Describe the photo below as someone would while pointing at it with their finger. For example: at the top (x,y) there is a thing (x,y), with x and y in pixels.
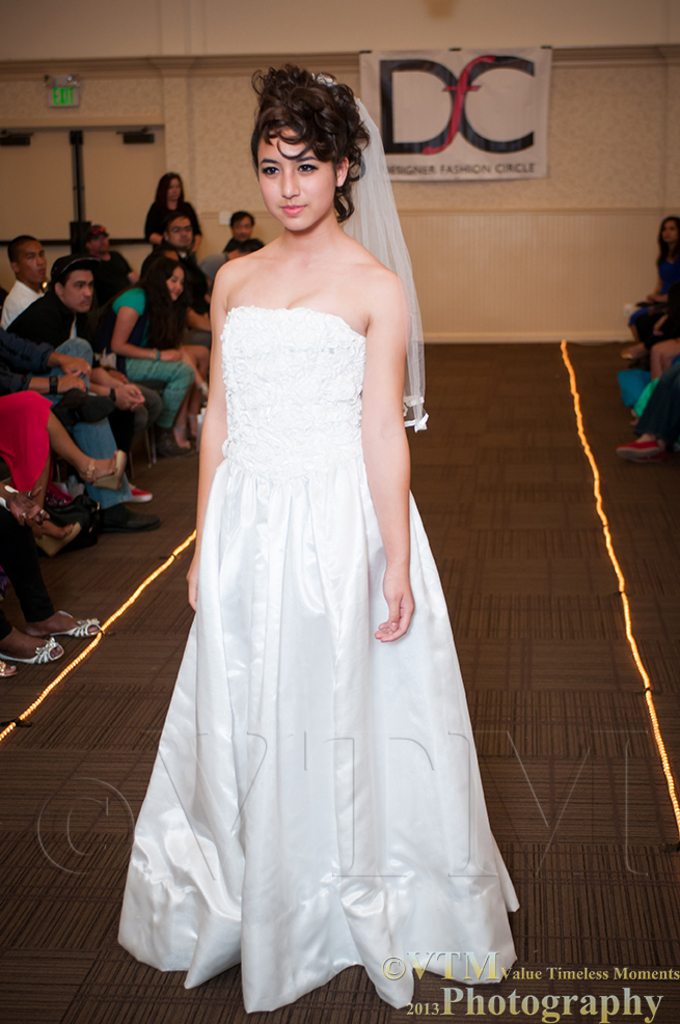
In front of the picture, we see a woman (412,496) in the white dress (301,462) is standing. She is not smiling and she is posing for the photo. At the bottom (97,810), we see a brown color floor (538,670). On the right side (676,299), we see the people (637,331) are sitting on the chairs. On the left side (156,346), we see the people (42,432) are sitting on the chairs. In the background (75,178), we see a white banner (471,152) is placed on the wall (507,278). We see some text (520,139) written on the banner (469,169).
